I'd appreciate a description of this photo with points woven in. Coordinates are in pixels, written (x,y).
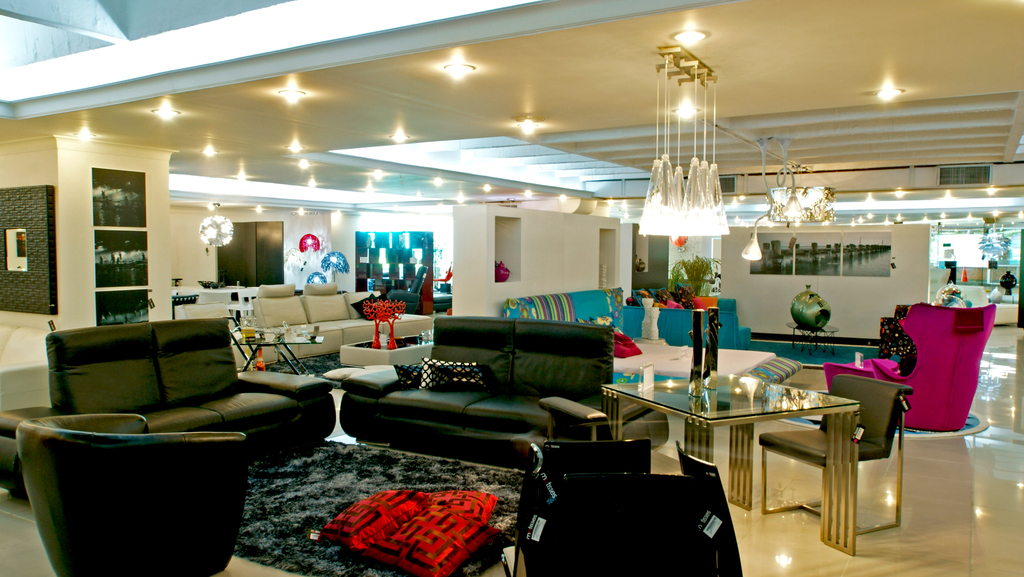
Lights (454,75) are attached to ceiling (272,95). Here we can able to see couches (476,345), floor (268,445) with carpet (282,531). On this carpet (317,555) there are pillows (423,518). On this table (770,403) there is a stand (711,366). Posters (135,278) on wall (847,276). Far there is a plant (699,281). On this table (277,342) there are things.
